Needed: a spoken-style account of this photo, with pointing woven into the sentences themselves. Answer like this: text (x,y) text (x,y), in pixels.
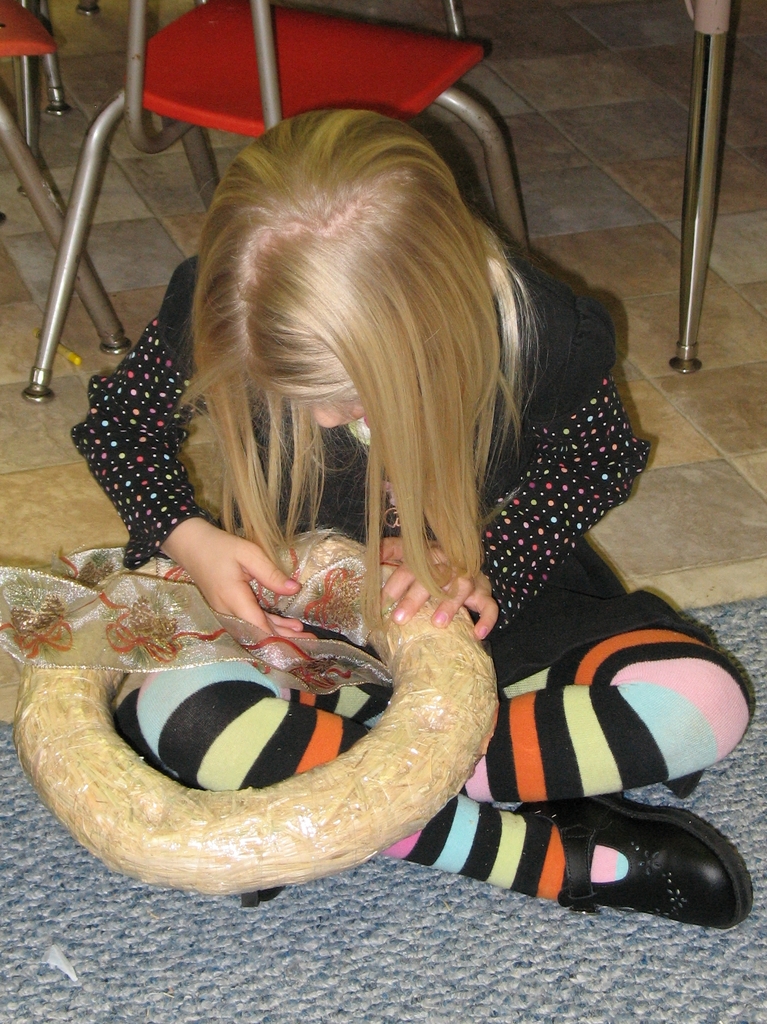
In this picture we can see a girl (548,573) sitting here, at the bottom (473,947) there is mat (413,888), we can see some chairs (371,67) here.
